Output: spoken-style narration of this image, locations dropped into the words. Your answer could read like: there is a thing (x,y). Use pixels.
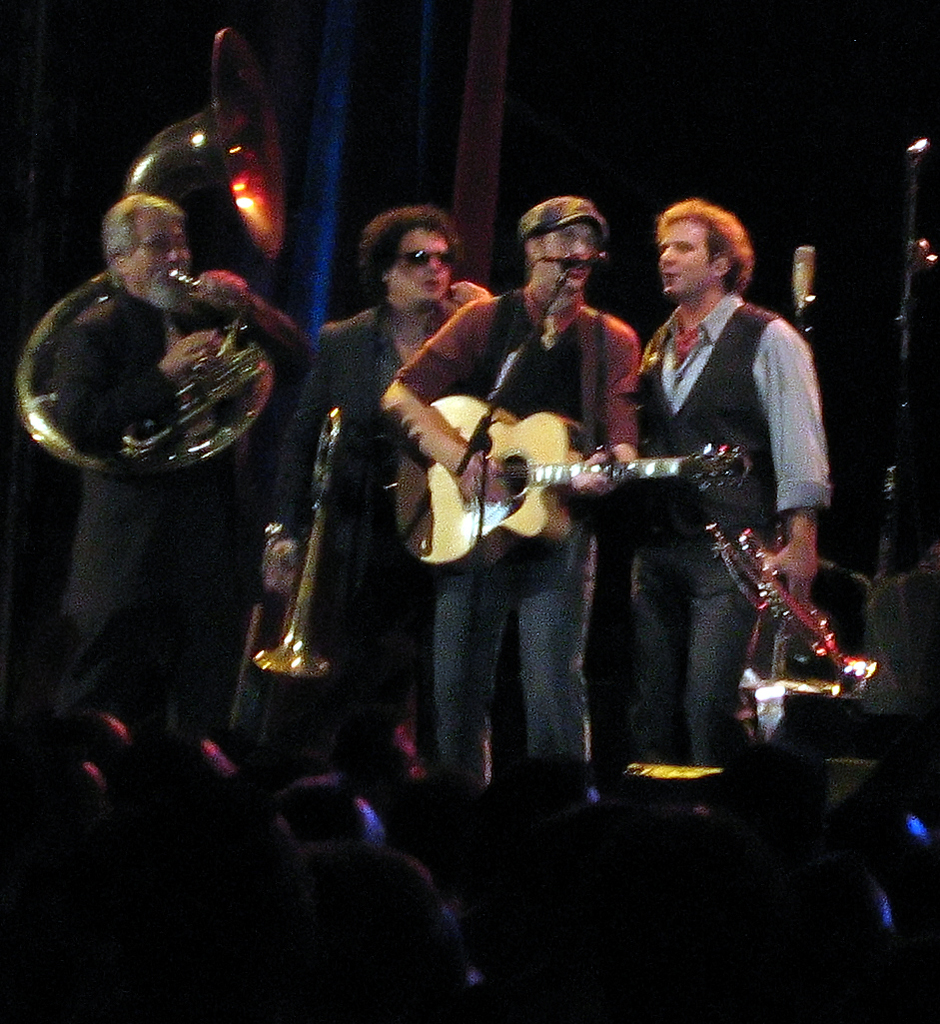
In this image I see 4 men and all of them are holding the musical instruments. I can also see that there is a mic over here and I see lot of people (51,1012) here.
